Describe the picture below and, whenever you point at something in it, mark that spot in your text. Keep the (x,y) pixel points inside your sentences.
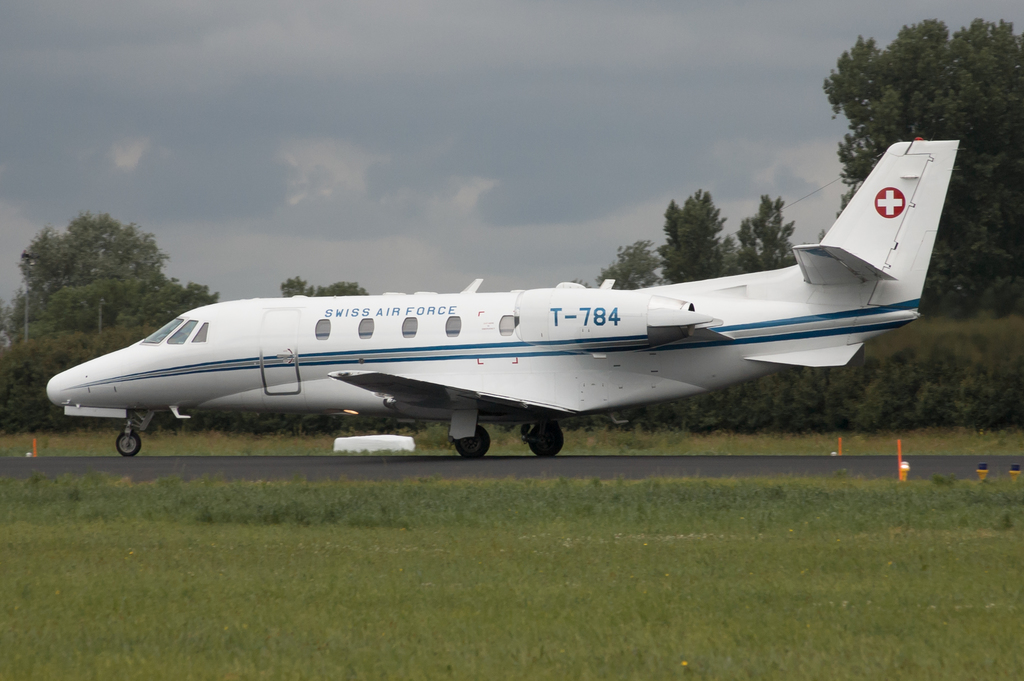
In this image, I can see an airplane (348,379) on the runway (622,468). At the bottom (186,537), there is the grass (302,588). In the background (104,293), I can see the trees (948,102) and the sky (469,139).
